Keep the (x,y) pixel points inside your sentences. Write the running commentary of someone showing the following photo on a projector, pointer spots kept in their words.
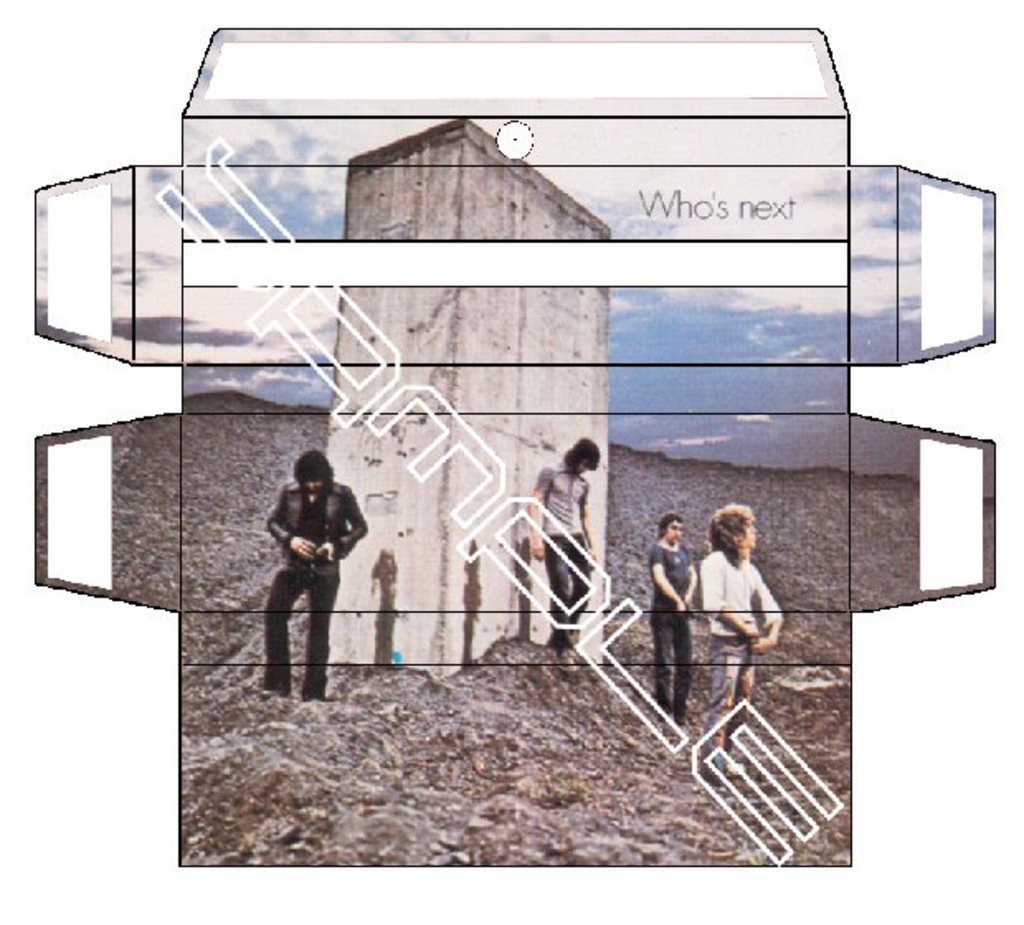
In this image we can see persons (271,636) standing on the ground (270,478), building (426,522) and sky (313,303) with clouds (313,303).
